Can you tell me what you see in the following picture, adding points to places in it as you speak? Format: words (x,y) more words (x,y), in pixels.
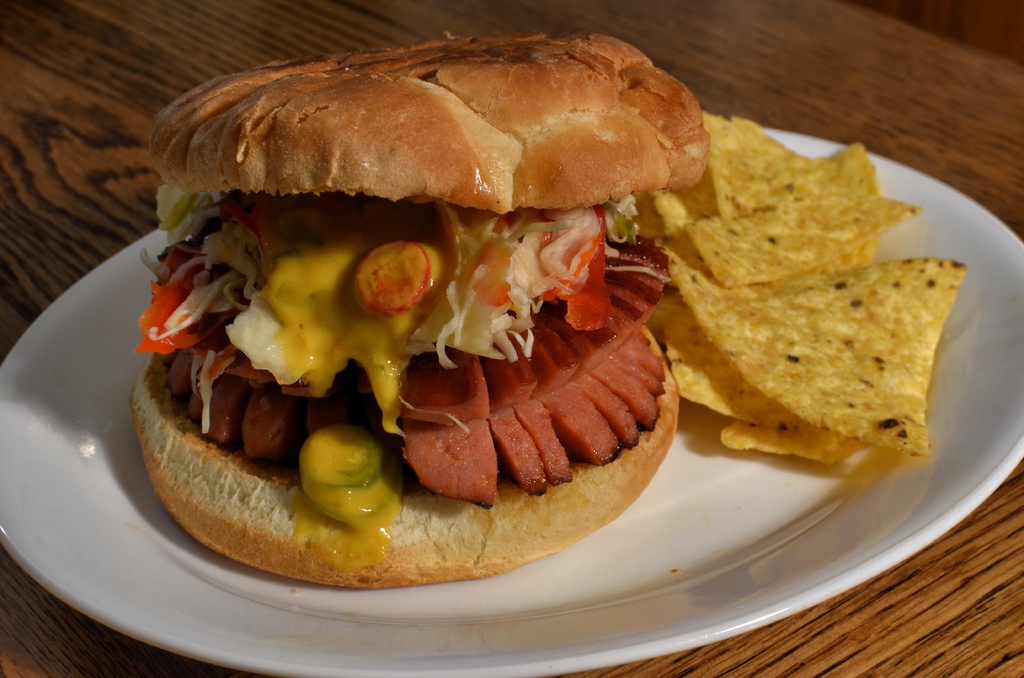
In the foreground of this image (519,519), there is meat (526,386) and few vegetables (512,300) and the cream (354,309) is in between two breads (511,164) and there are chips (798,370) placed beside the bread (668,432). In the background (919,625), there is a wooden surface (904,625).
